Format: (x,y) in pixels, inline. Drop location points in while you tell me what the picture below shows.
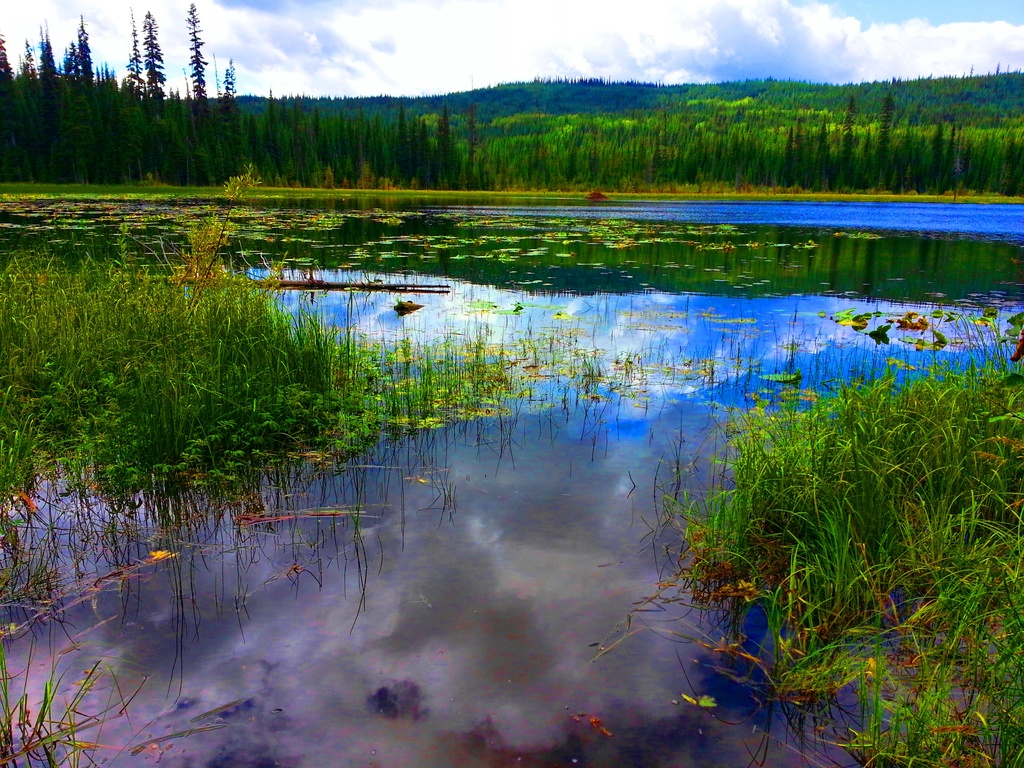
In the foreground of this image (288,467), there is water (487,513) and grass (957,534). In the background (772,106), there are trees (730,112) and the sky (638,49).
